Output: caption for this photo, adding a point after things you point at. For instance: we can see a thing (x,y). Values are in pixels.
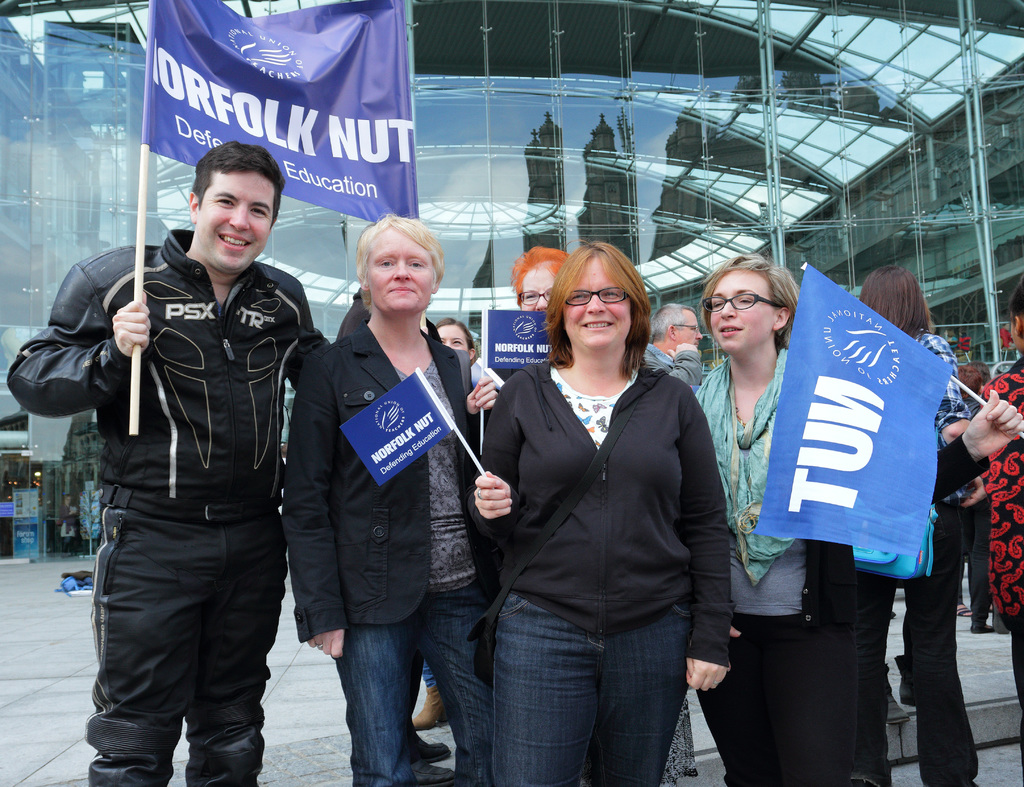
In this image we can see crowd (588,414) standing on the floor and holding flags (191,27) in their hands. In the background (541,224) we can see building (54,189) with mirrors (810,189).
